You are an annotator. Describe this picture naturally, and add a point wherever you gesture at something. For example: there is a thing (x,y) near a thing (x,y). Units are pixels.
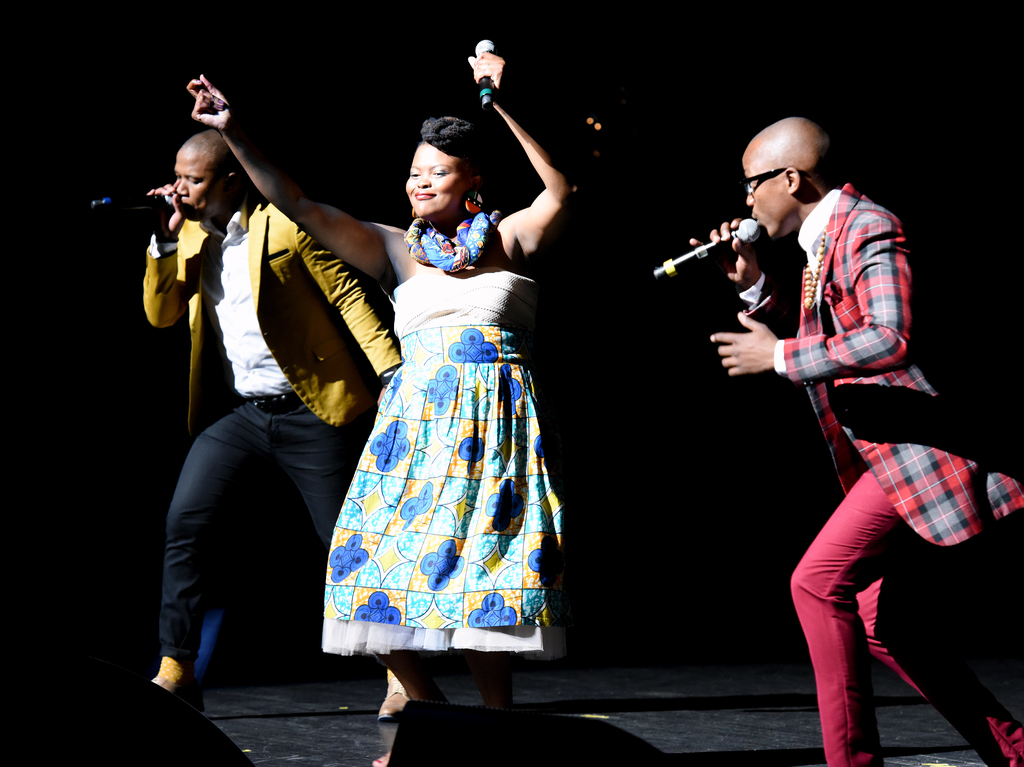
In this image I can see three persons (405,437) standing and they are holding few microphones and I can see the dark background (8,47).
